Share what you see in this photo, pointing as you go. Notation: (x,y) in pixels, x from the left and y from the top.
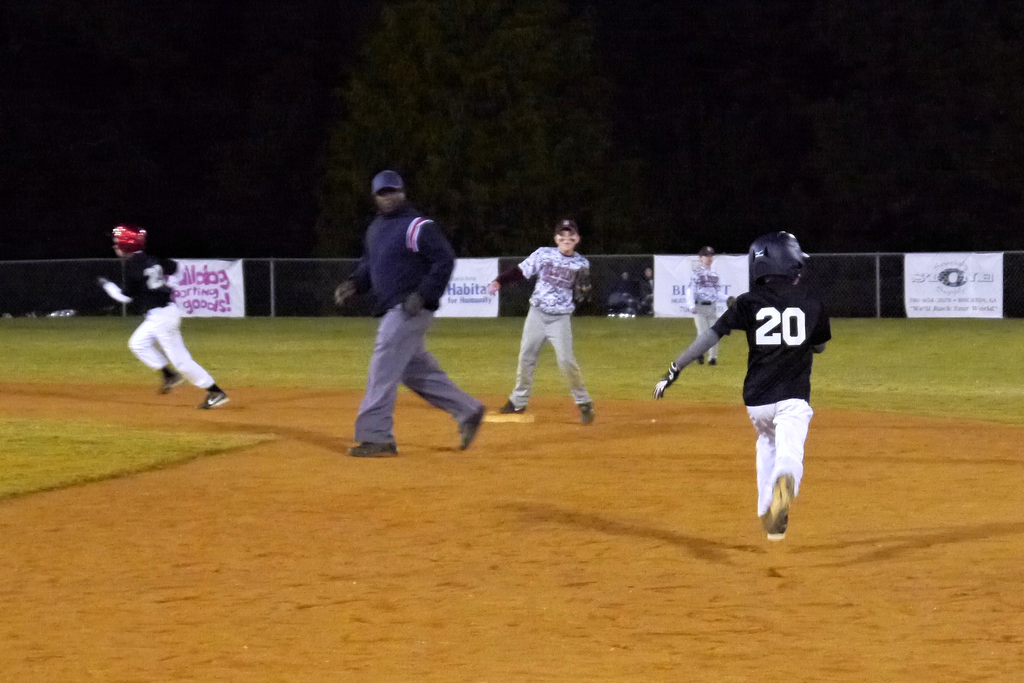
In this picture we can see some people (126,299) running on the ground (488,505), banners (922,313), tree (433,157) and in the background (503,111) it is dark.
